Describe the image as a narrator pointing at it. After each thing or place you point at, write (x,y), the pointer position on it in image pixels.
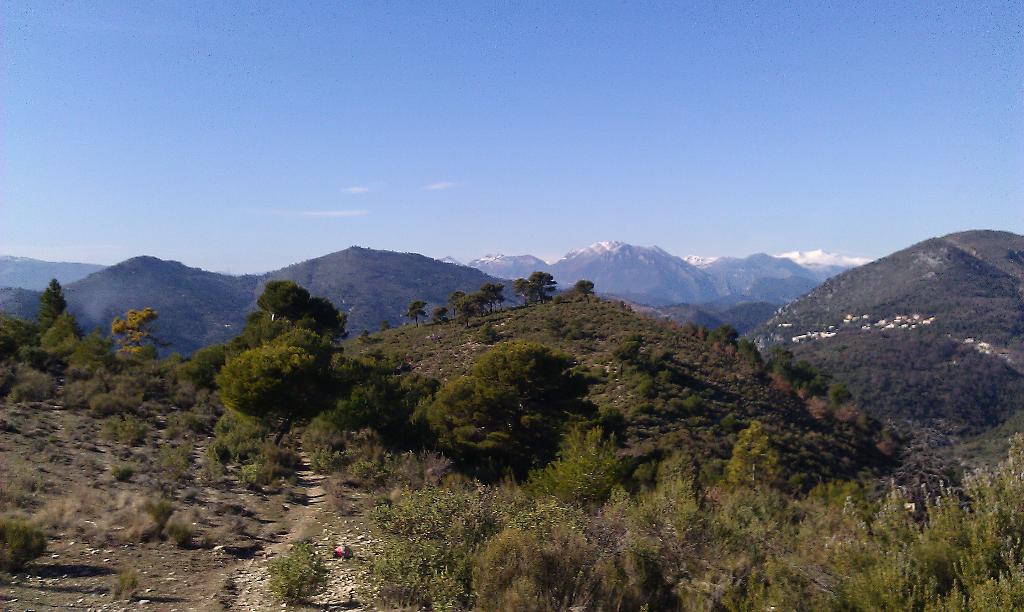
In this image, we can see some plants (620,426) and trees (140,355), we can see hills (167,273). At the top (531,56) we can see the blue sky (518,239).
